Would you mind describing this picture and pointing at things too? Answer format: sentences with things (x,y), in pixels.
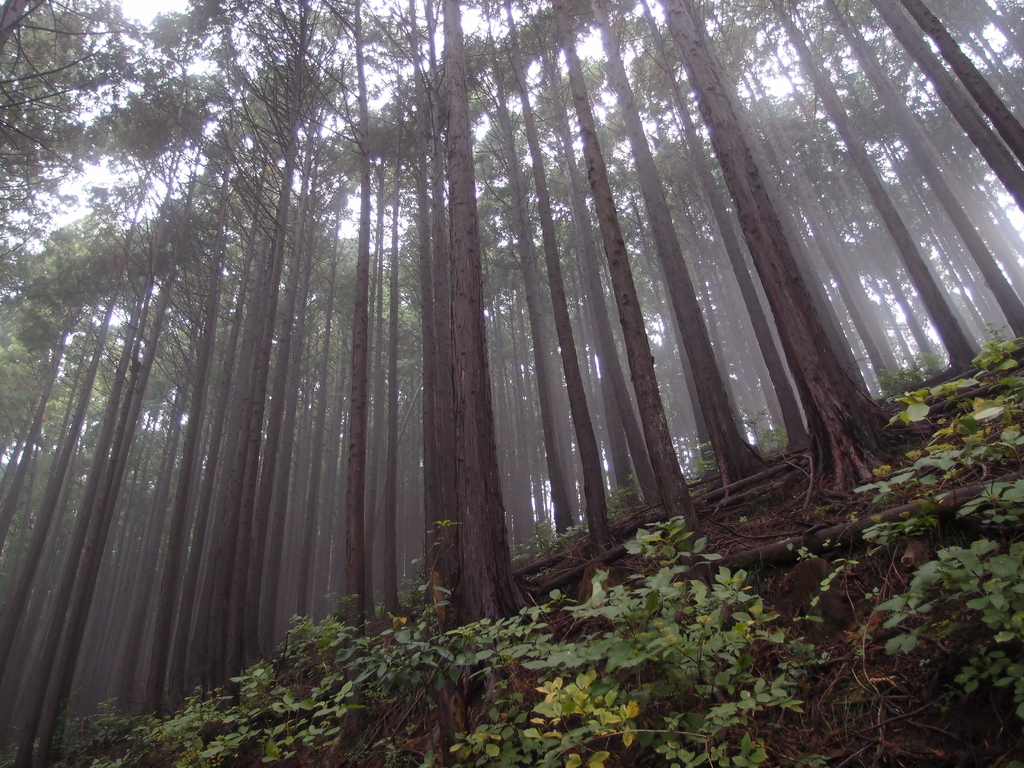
In this image we can see a some group of trees (431,360), bark (468,251) of the trees (468,326), plants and the sky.
